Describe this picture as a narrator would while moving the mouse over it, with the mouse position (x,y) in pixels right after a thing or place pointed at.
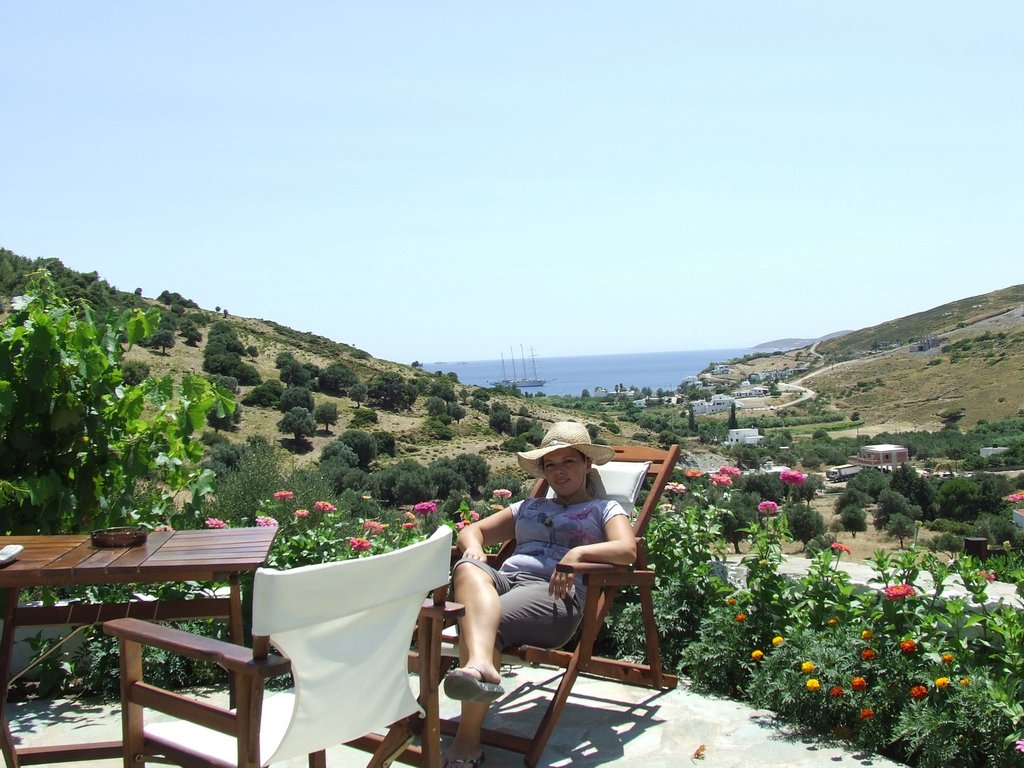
In this image I see a woman (490,595) who is on this chair (652,604) and I can also see there is another chair (435,563) over here and there is a table (200,547) on which there are few things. In the background (58,474) I see the plants (28,431), trees (1000,515), buildings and the sky (526,331).
